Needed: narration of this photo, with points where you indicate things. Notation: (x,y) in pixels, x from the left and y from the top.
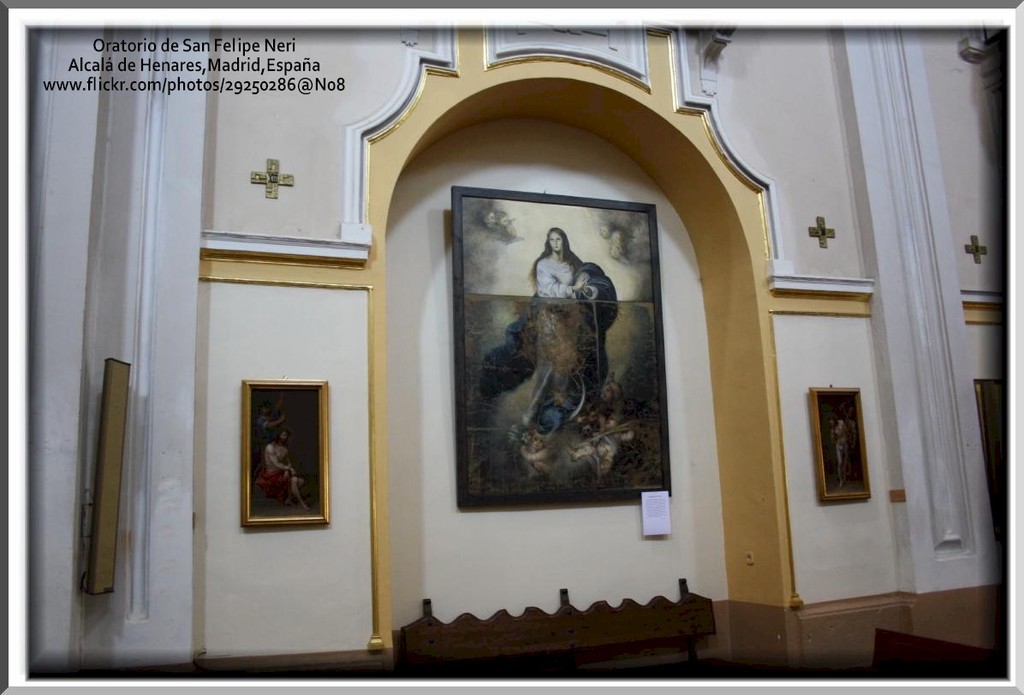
In this image I can see number of frames (589,479) on the wall (409,415). On the top left side of this image (308,95) I can see a watermark (109,68).
